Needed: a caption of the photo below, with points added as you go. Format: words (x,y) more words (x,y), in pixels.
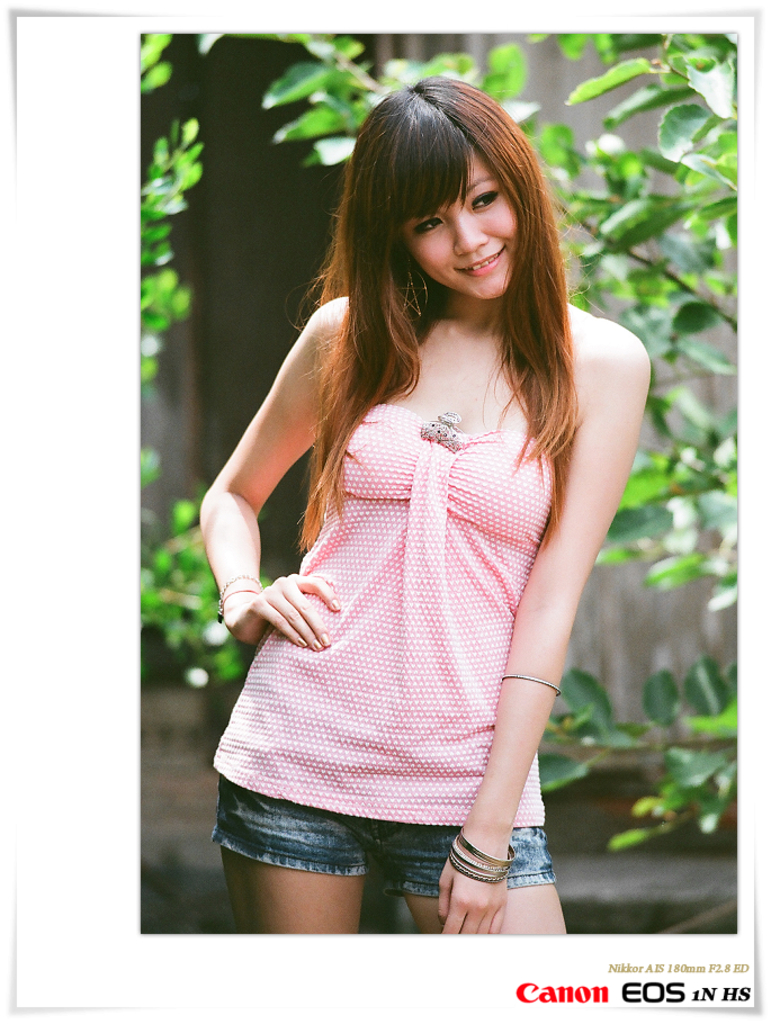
In this picture we can see a woman (562,393) standing and smiling. In the background (220,386) we can see trees (705,203) and the wall (555,67). At the bottom right corner of this picture (547,993) we can see some text (654,998).
